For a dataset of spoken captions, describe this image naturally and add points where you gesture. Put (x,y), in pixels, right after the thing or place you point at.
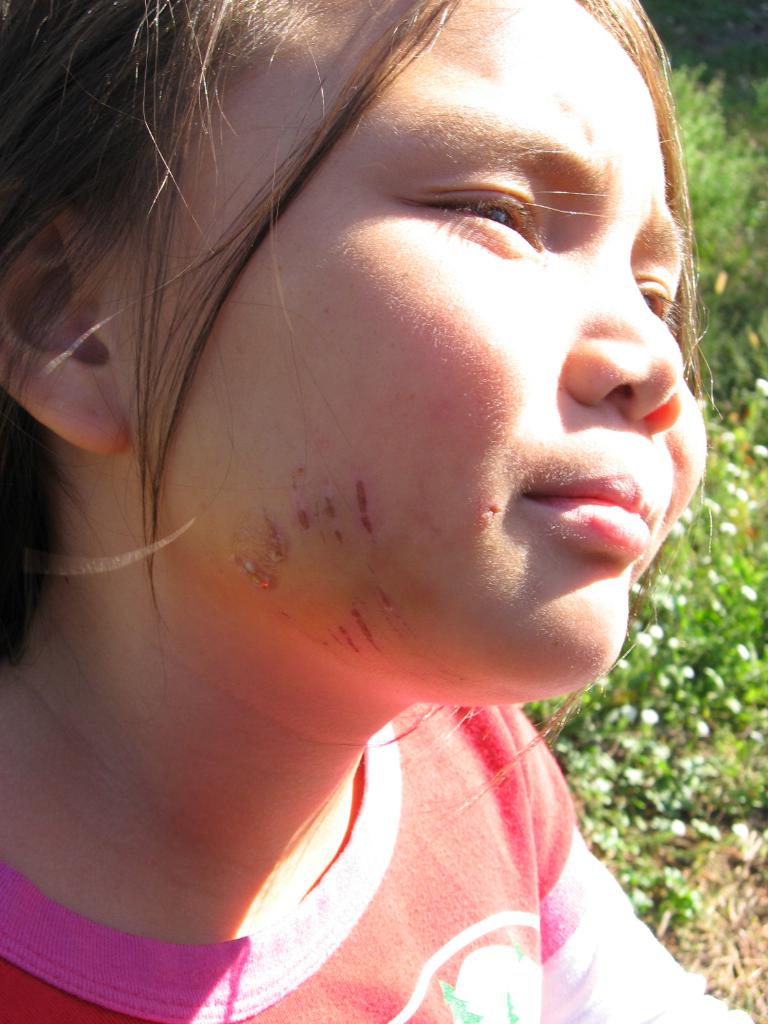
In the center of the image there is a girl (651,226). To the right side of the image (717,341) there are plants (703,556).
